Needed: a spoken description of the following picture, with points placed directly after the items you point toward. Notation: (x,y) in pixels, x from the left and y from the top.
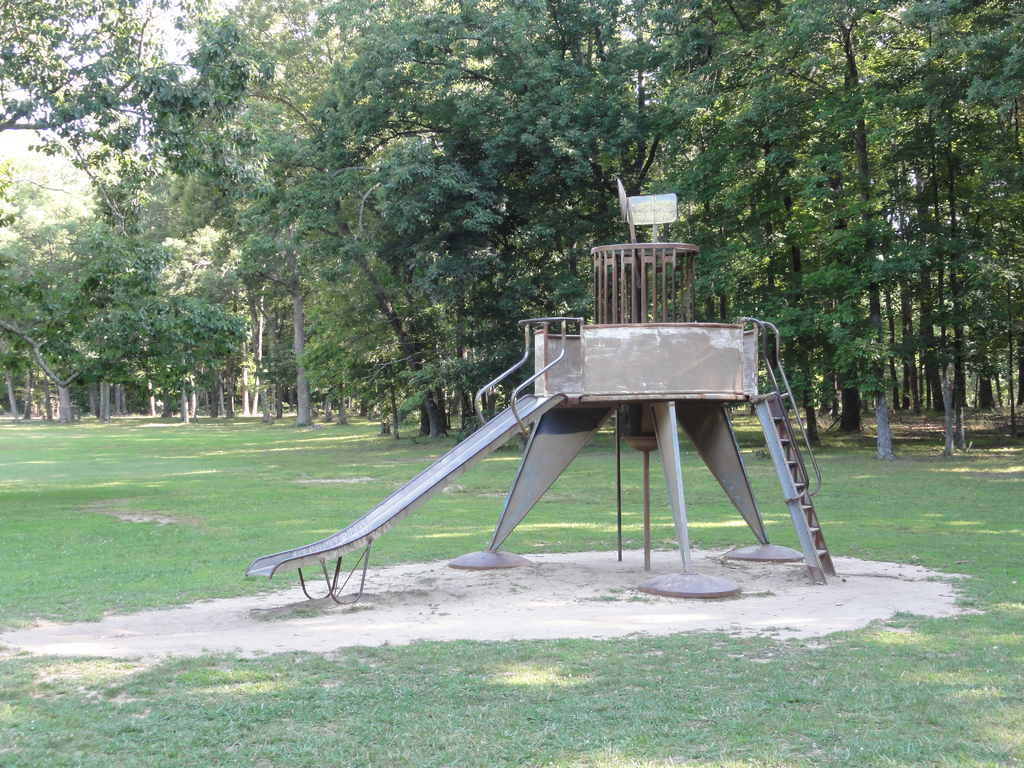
In the picture I can see slider (366,523), a ladder (808,538), the grass (775,539) and some other objects (677,515) on the ground (351,584). In the background (242,236) I can see trees (209,210) and sky (114,82).
